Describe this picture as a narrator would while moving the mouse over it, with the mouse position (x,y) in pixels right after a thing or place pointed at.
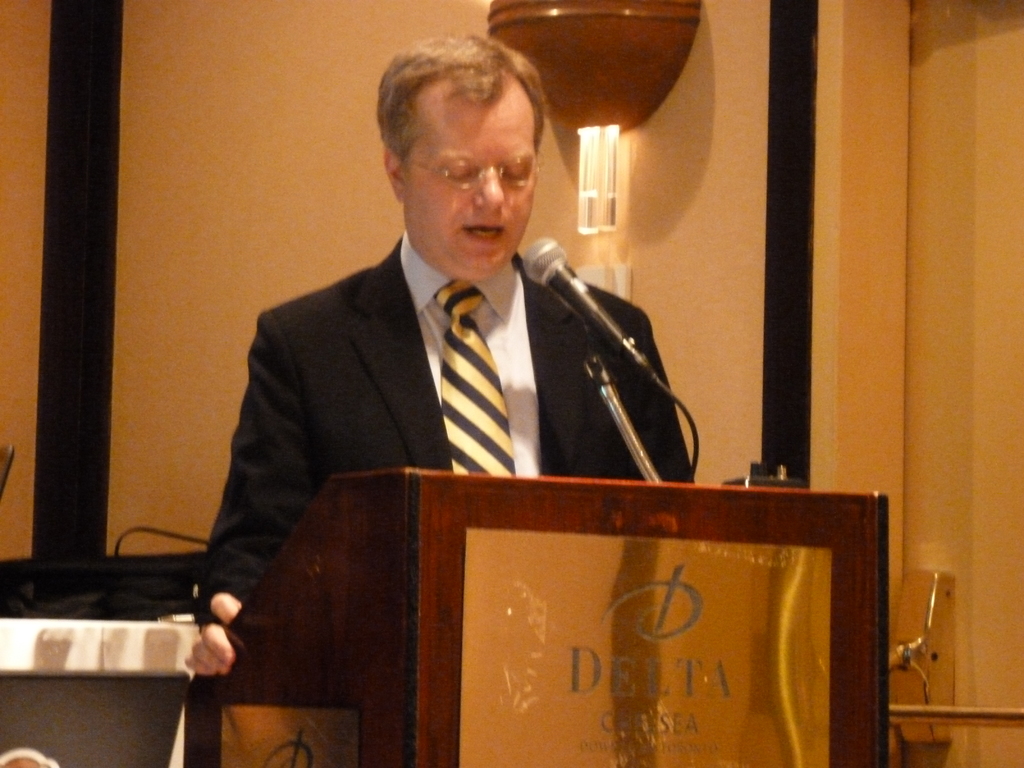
In the image we can see a man (466,344) standing, he is wearing clothes (435,339) and spectacles (473,169). This is a podium (608,636), microphone (574,285), cable wires (646,364) and a light (553,98).
